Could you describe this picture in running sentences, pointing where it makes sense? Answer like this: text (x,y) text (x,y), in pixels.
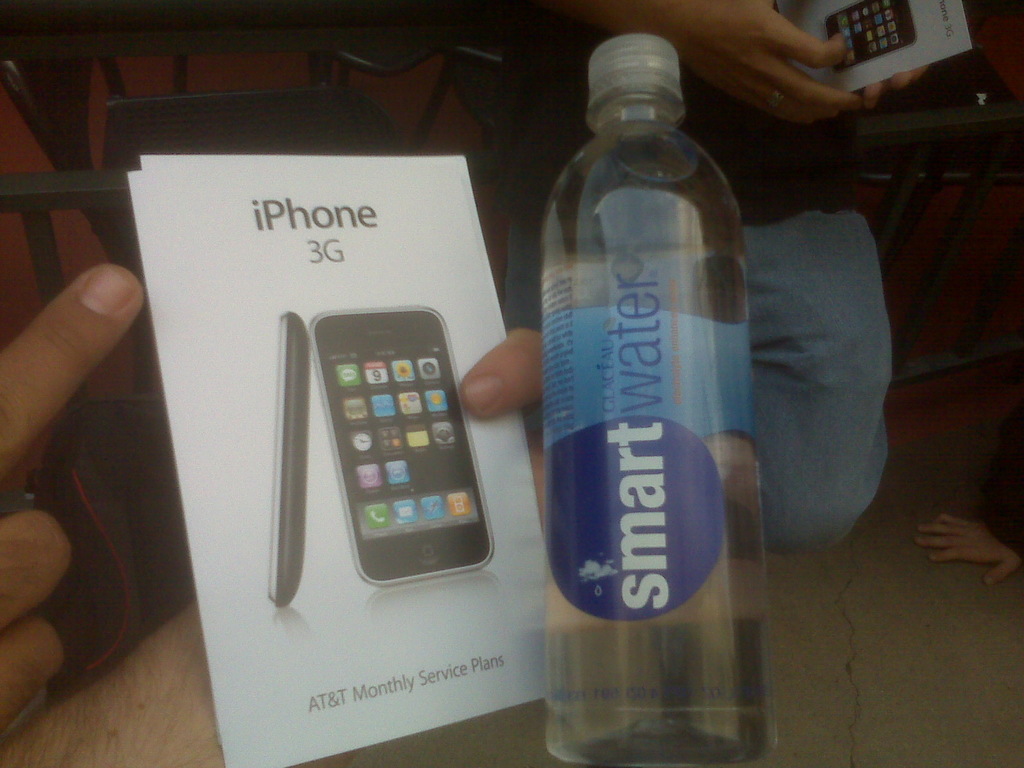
In this picture, we see man (22,551) holding paper (236,397) on which iPhone is written on it is holding in his hands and beside that, we see a water bottle (684,418) with some text (678,374) written on it. Behind that, we see man (782,165) wearing black t-shirt (766,166) is also holding paper (797,20) in his hand (790,35).
